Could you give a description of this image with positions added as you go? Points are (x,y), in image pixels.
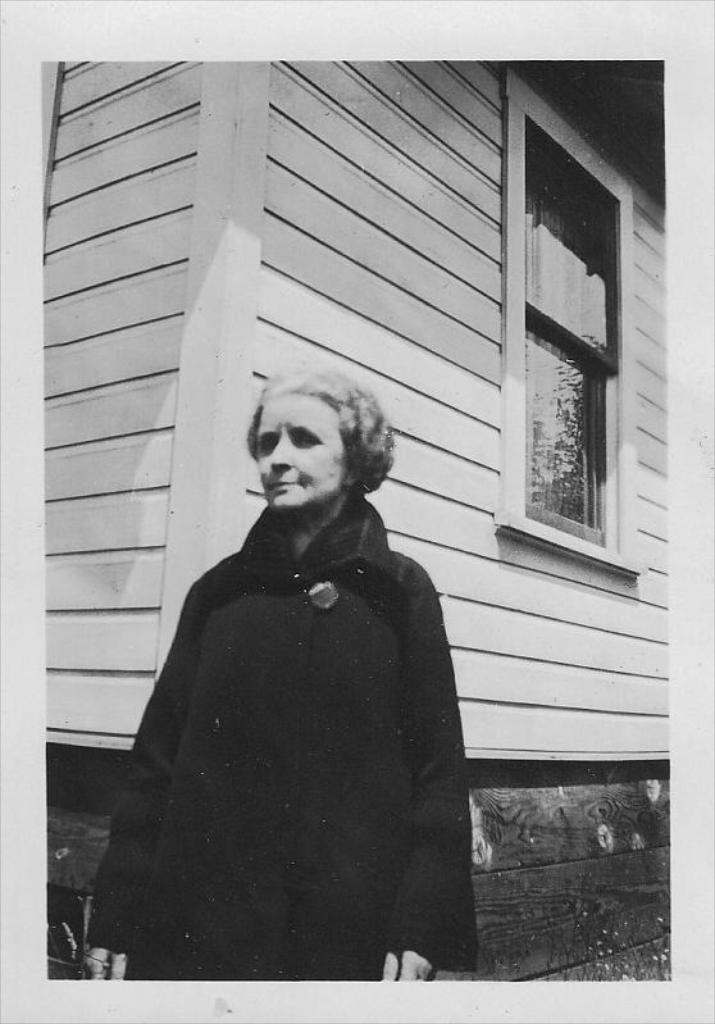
This is a black and white image and here we can see a lady (293,618) standing and wearing a coat (321,625). In the background (293,291), there is a shed (431,316) and we can see a window (586,492).
